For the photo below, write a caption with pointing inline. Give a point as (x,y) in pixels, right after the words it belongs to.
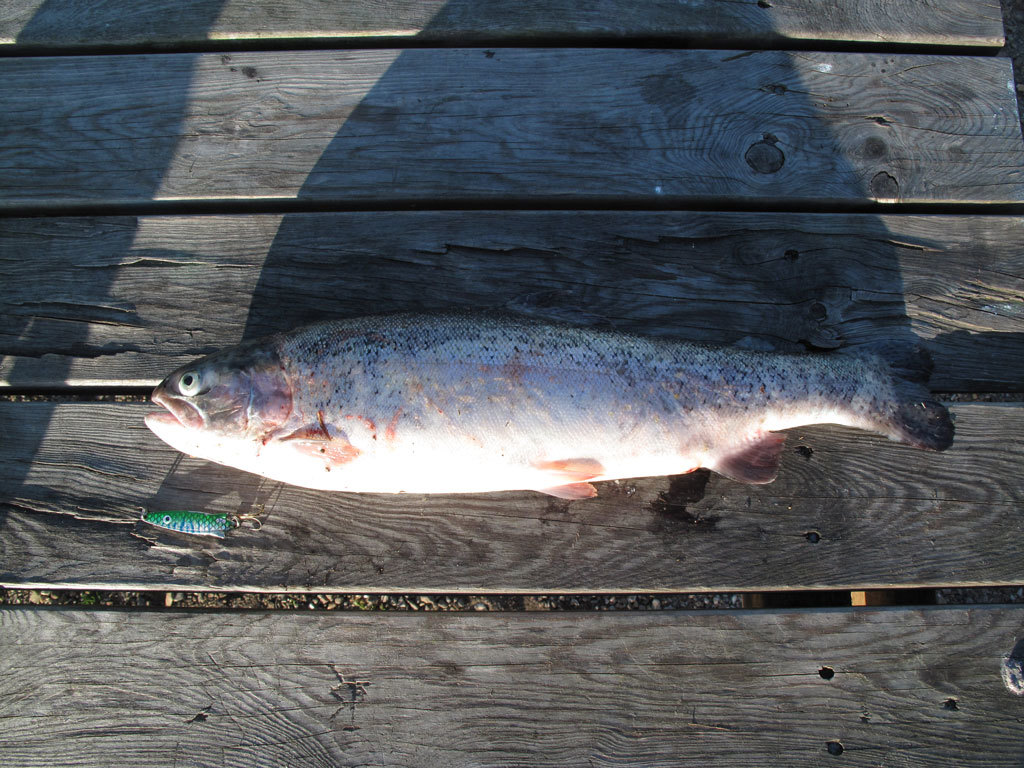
In this image I can see the fish (446,478) on the wooden surface (506,532) and the fish (544,432) is in white and cream color.
